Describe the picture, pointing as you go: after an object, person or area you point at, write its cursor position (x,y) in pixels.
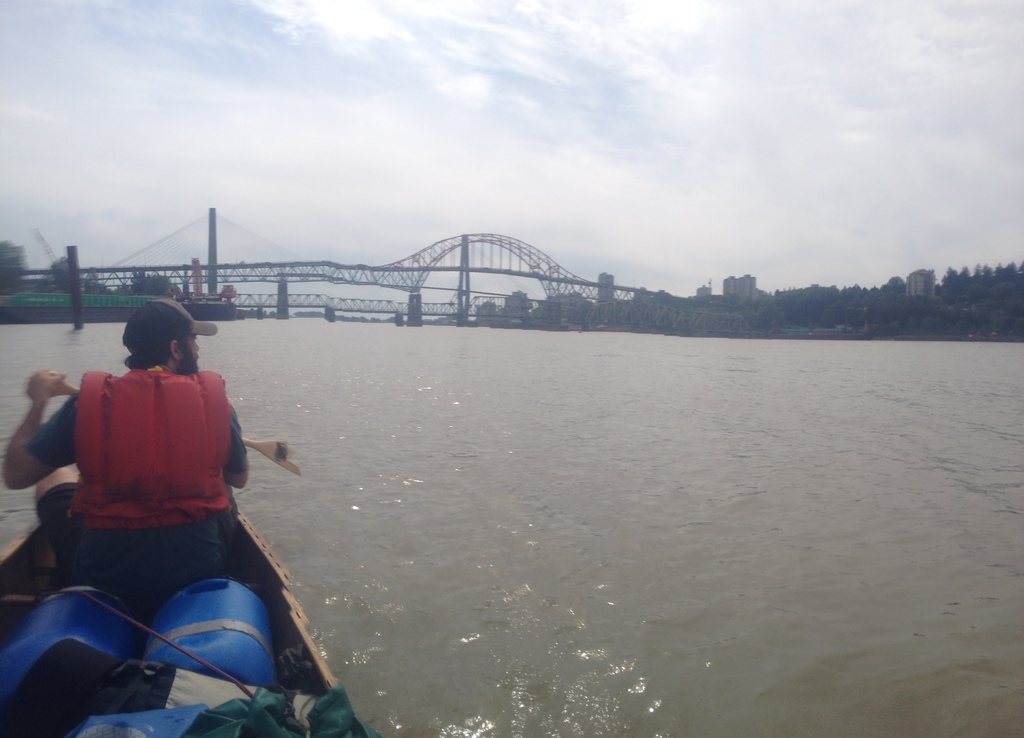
On the left (144,407) there is a man (157,404) who is wearing cap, jacket (198,372), t-shirt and short (65,529). He is sitting on the boat (264,574). In that we can see a plastic covers (227,722) and blue color barrels (183,621). On the right (702,383) we can see the water (515,690). In the background (119,286) we can see three bridges (116,269), buildings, trees (848,288) and poles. On the top (521,25) we can see sky (549,53) and clouds (521,25).
